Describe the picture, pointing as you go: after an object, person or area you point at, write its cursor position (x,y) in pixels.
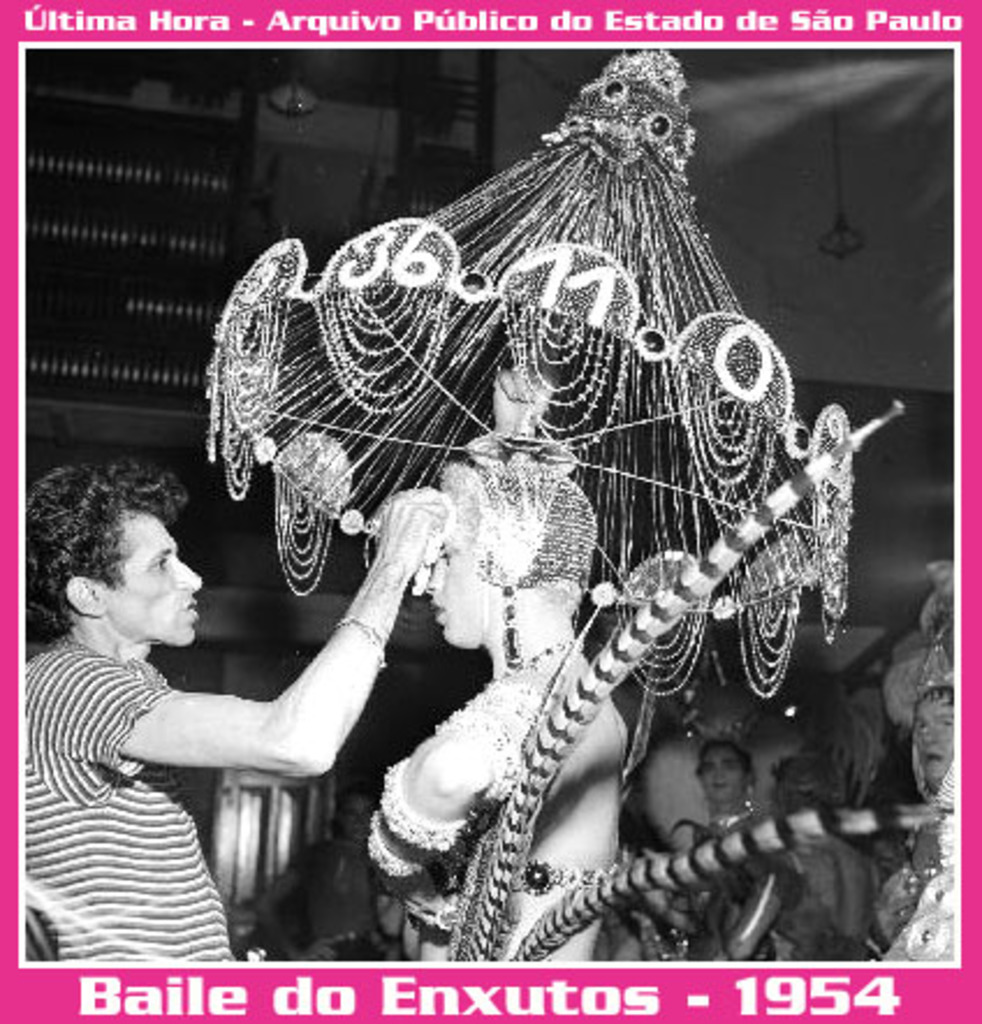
In this picture we can see a poster (468,500), in the poster (497,530) we can find group of people (604,704), on the middle of the image (497,560) we can see a person (469,614), and the person (501,569) wore costumes (495,854).
